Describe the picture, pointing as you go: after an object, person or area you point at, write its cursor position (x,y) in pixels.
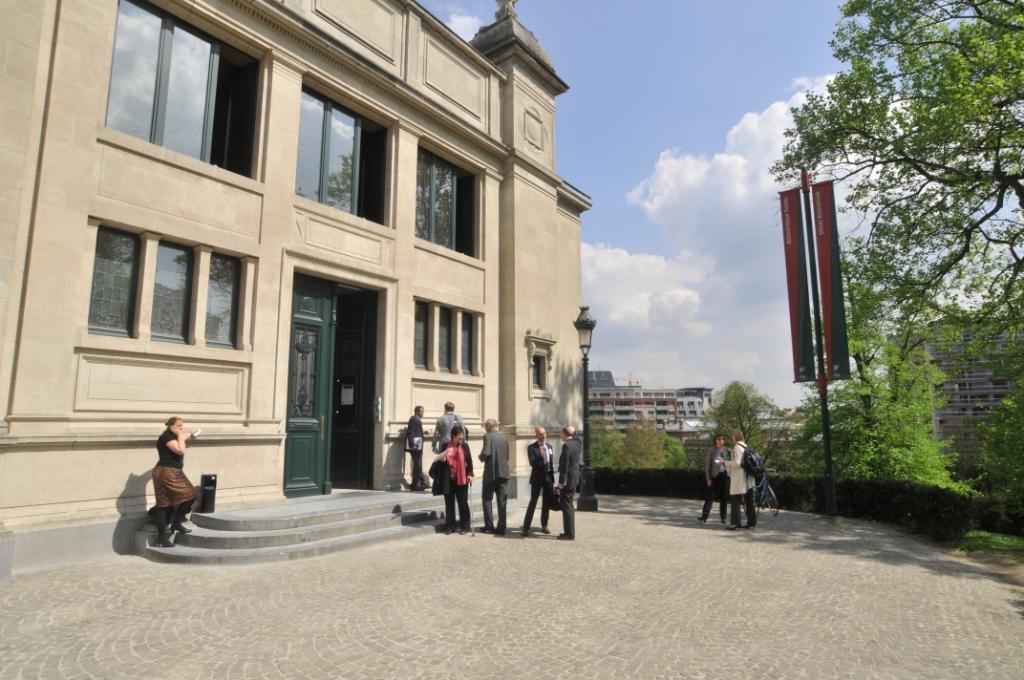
In this picture we can see some people (737,511) standing, bicycle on the ground (608,611) and a woman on steps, poles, banners (838,256), light (575,323), trees (773,441), buildings (480,343) with windows (313,190) and some objects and in the background (692,324) we can see the sky (680,230) with clouds (704,199).
